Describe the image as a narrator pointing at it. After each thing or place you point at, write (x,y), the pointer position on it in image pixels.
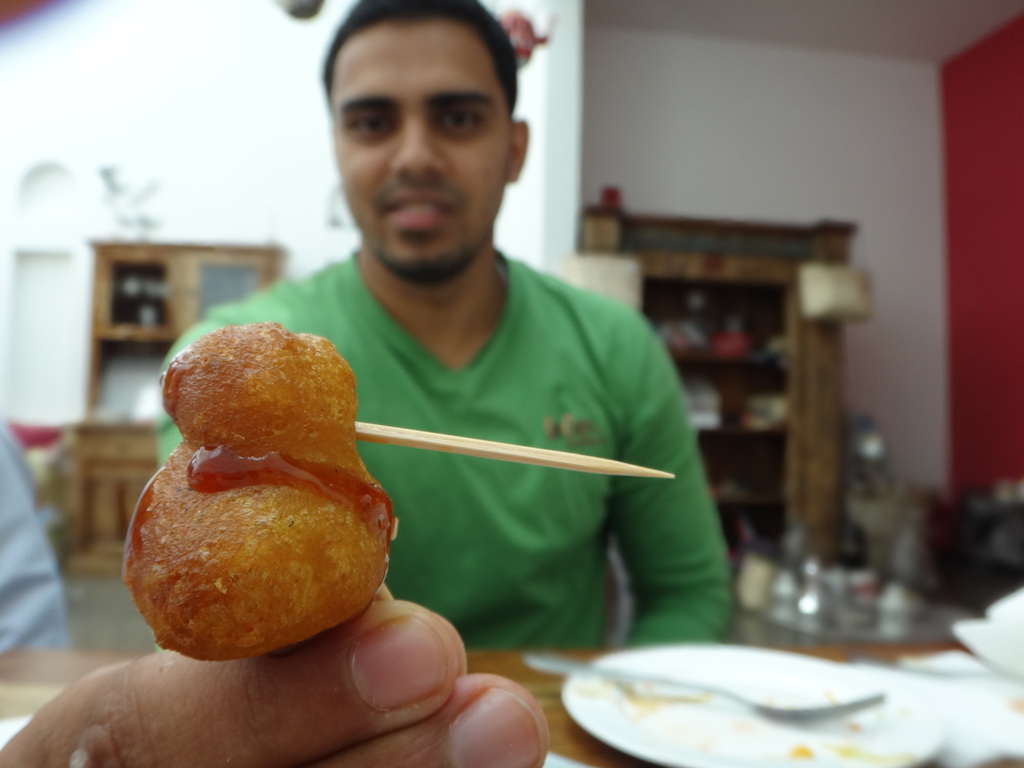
In this image I can see the person (317,325) sitting in-front of the table (487,663) and holding the food (238,562) which is in brown and red color. And I can see the toothpick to the food (261,426). The person (397,479) is wearing the green color t-shirt (480,482). On the table (563,738) I can see white color plates (897,717) and fork (781,717). In the back (180,298) I can see cupboards (669,297) and racks (758,388) and some objects (771,355) in it. I can also see the white and red color wall (782,137) in the back (898,144).
